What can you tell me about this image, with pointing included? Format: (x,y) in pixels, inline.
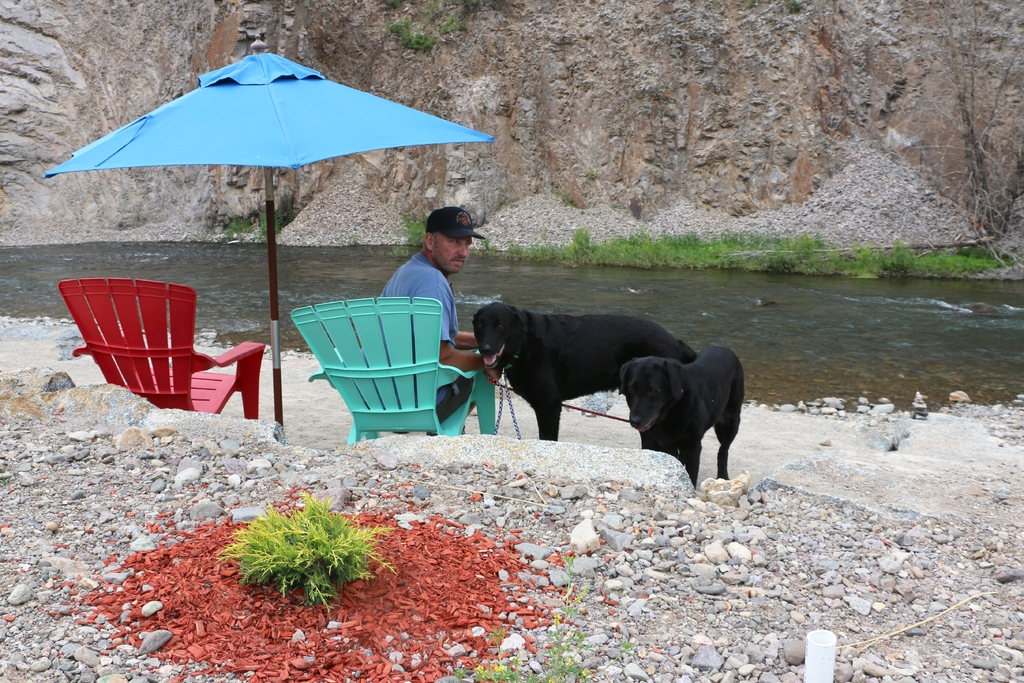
This is a picture consist of a hill (632,120) and in front of the hill (587,193) there is a river (558,277) And beside the river (563,265) there is a grass (619,253) seen. In front the river (394,258) a person (416,285) sitting on a green color chair (408,307), beside him there are the two dogs (528,348) visible and they are in black color, on the left (133,355) there is a another chair (130,361) visible with red color. On the middle of the chairs (132,306) there an umbrella (243,111) with blue color And there are some stones (143,673) visible back side of the person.
